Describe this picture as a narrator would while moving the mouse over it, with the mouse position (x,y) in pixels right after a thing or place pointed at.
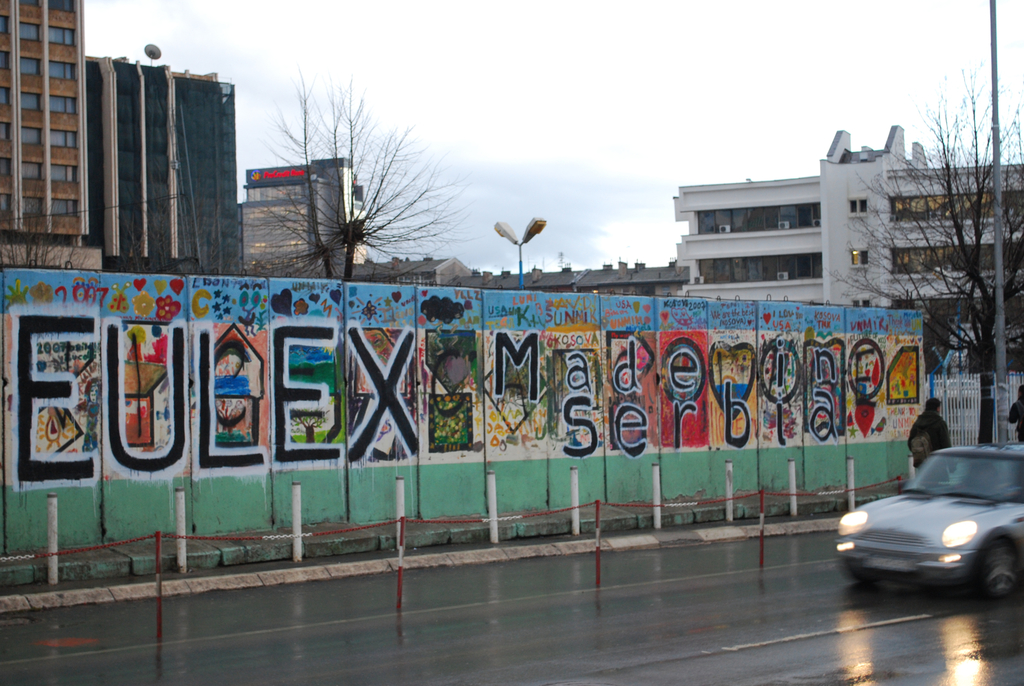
In this image there are two persons (946,442) walking on the road (926,616) and at the right side of the image (929,506) there is a vehicle (950,513). At the top (711,57) there is a sky (705,84) and at the back (237,198) there are buildings (397,262), trees (343,229) and street lights (537,221) and there is a painting (326,413) on the wall (847,439) beside the footpath (487,544).
